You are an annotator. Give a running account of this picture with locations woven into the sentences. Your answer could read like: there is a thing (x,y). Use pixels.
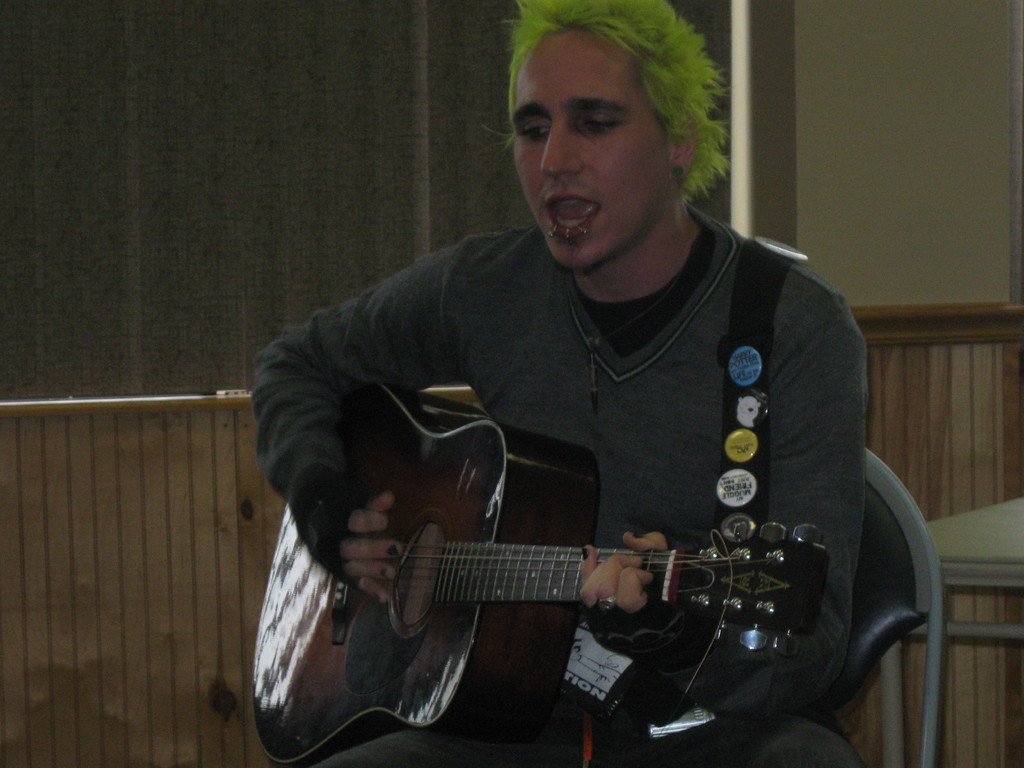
This picture shows a man (325,428) seated on the chair (923,745) and playing guitar (512,714) and singing.
